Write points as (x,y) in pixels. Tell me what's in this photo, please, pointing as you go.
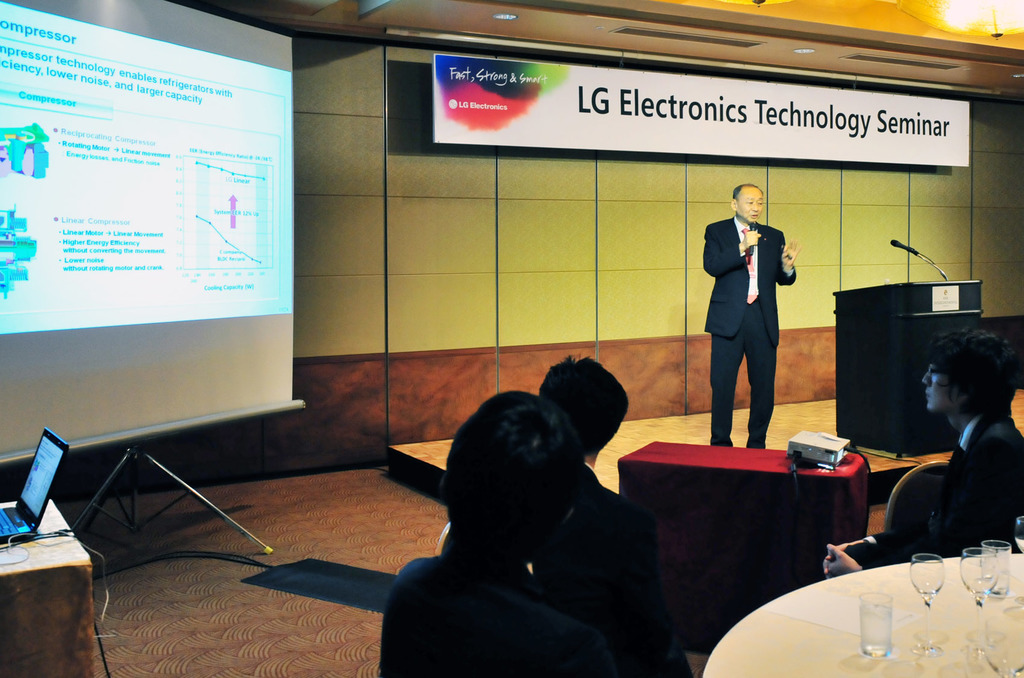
In this picture we can see man (723,290) standing on stage (783,411) and talking and beside to him we have podium (890,302) with mic (907,246), screen (260,352), laptop (44,468), wires (53,530) on table (42,592) and in front of him there is projector (845,450), some more persons (985,486), glasses (871,607) on table (841,633).
